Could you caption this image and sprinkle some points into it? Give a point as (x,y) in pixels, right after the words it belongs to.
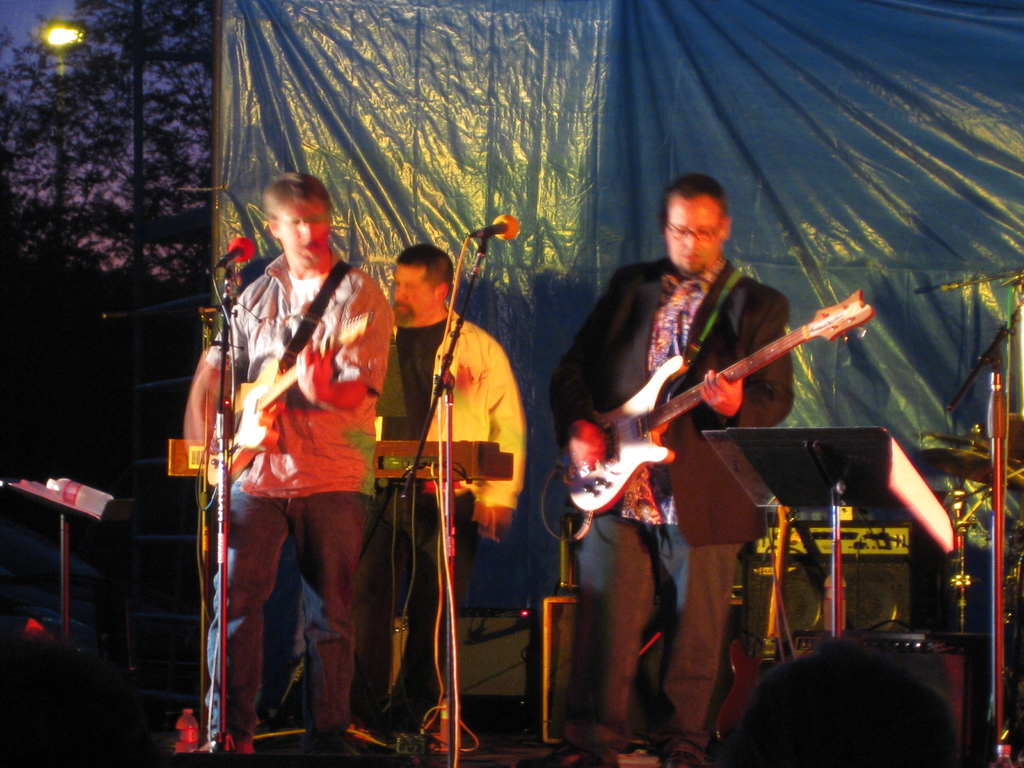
In this picture there are two men (714,186) in the center of the image (640,301), on a stage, they are playing guitars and there are mics (487,242) in front of them, there are trees (96,23) on the left side of the image (73,67) and there is a lamp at the top side of the image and there is a man (463,532) who is playing piano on the stage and there are speakers (951,671) on the stage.
